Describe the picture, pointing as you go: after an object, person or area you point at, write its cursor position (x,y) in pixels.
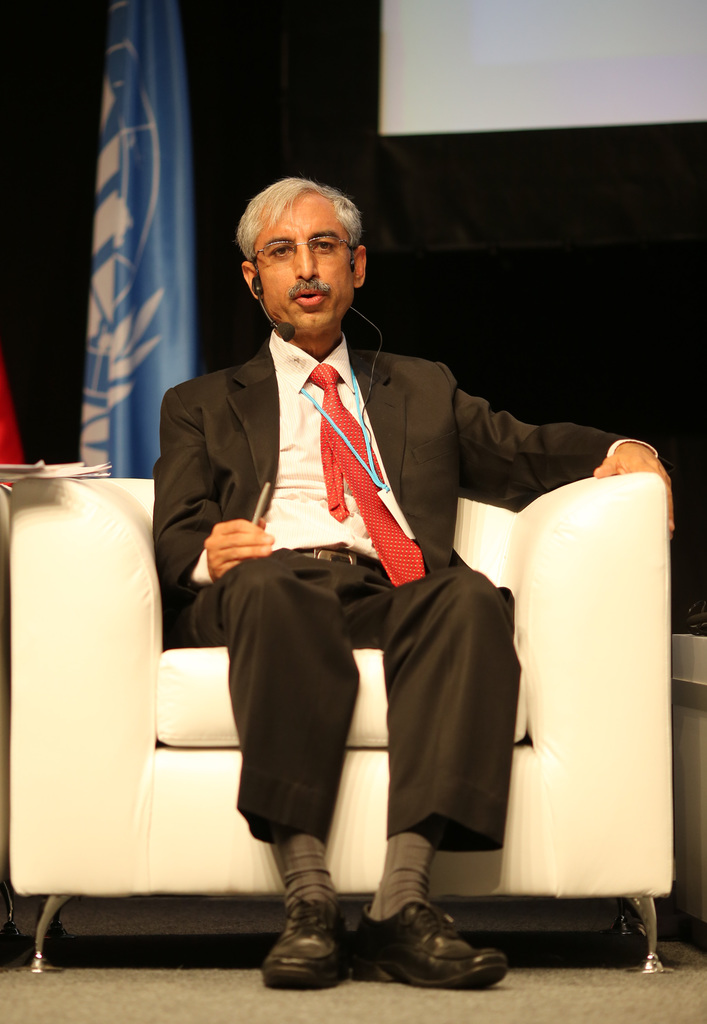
In this image there is a person (274,683) sitting on the couch (126,652), there is a microphone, there is a person (264,511) holding an object (256,514), there is an object (58,466) placed on the ground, there is a black background (466,334) behind the person (277,500), there is a flag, there is a screen (540,70).
